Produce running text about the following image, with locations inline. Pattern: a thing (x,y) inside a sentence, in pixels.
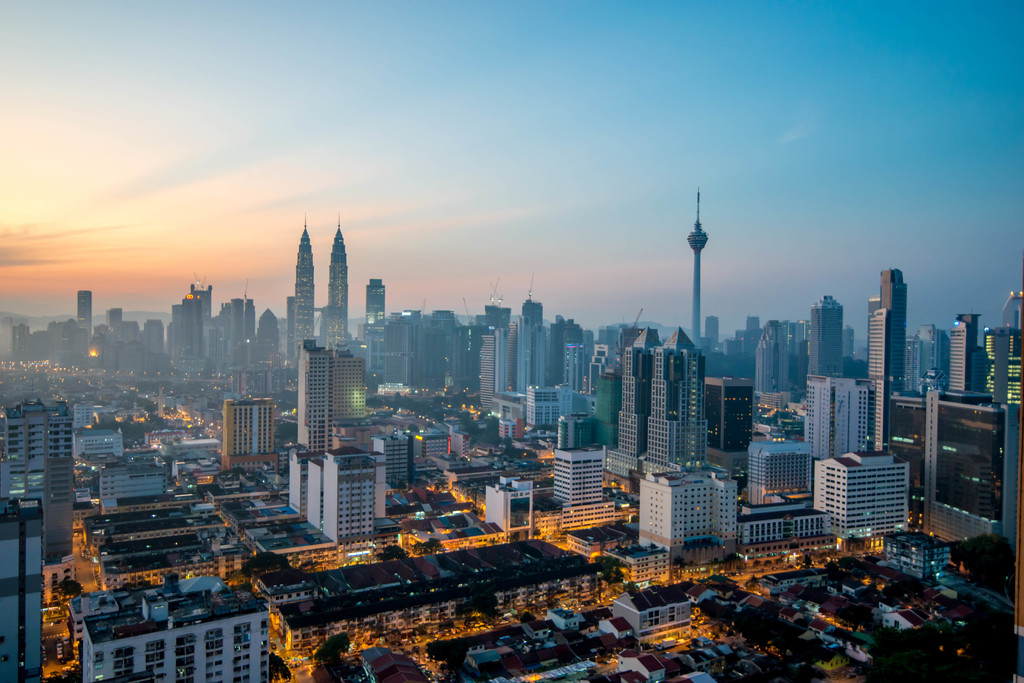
This is an aerial view. In this we can see the buildings (688,456), tower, lights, windows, trees (985,563). At the top of the image (339,121) we can see the sky (544,94).
